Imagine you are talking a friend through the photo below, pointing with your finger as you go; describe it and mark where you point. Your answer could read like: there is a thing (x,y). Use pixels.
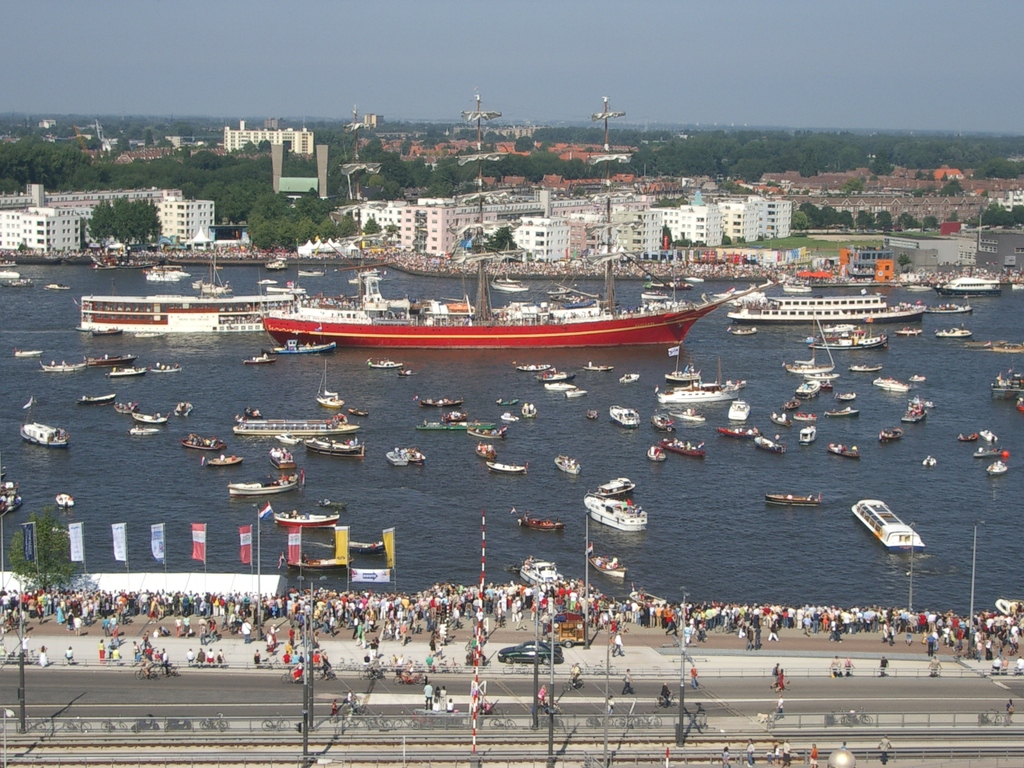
This is the picture of a city (931,229). In this image there are buildings (619,215) and trees (945,150). In the foreground (720,609) there are boats (545,381) and ships (710,300) on the water (684,585) and there are group of people (396,632) on the road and there is a vehicle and there are poles (586,637) on the road (715,704) and there are flags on the footpath (409,643). At the top (625,100) there is sky (625,100). At the bottom (577,571) there is water (823,473) and there is a road (531,705).
